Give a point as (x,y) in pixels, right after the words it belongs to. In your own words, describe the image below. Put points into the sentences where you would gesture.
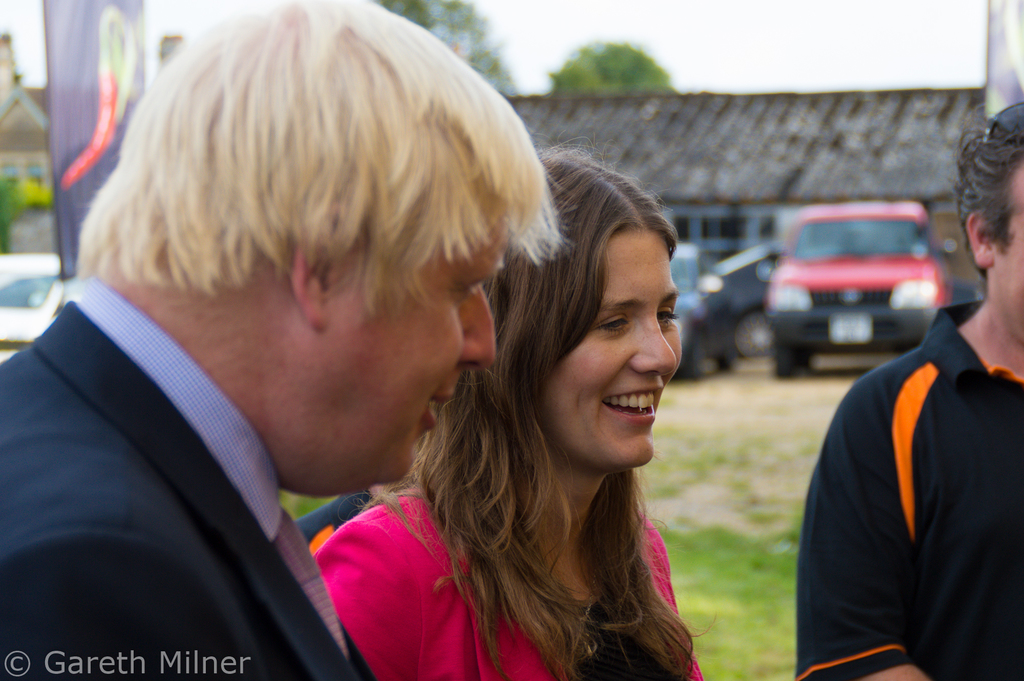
In the center of the image (501,275) there is a lady (340,537) wearing a pink color dress (443,674). beside her there is a person (163,117) wearing blue color suit (3,558). In the background of the image (602,117) there is a house (862,194). There are trees (442,9). There are cars (845,218) in the image. At the right side of the image (947,312) there is a person (972,135) wearing black color shirt (960,662). In the bottom of the image (725,572) there is grass (732,629).
